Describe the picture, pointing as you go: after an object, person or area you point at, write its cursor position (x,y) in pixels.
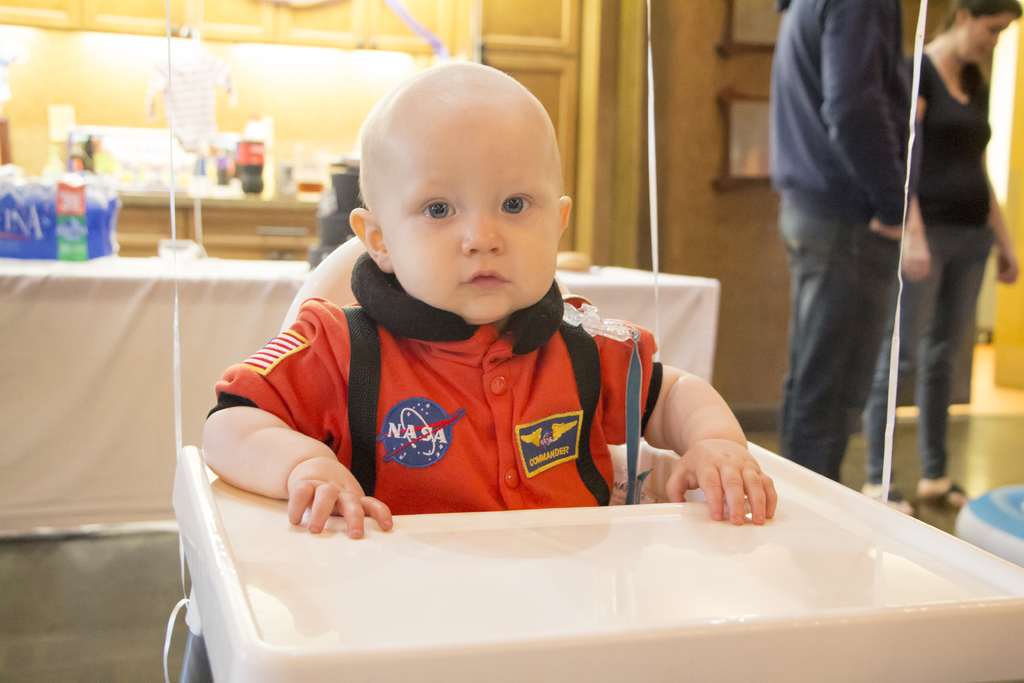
In the background (751,137) we can see the frames (760,24) on the wall (731,220). We can see objects (289,186), preservative bottle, white cloth (66,352) on a table (73,331). On the right side of the picture (875,64) we can see the people (938,81) standing. We can see an object (997,547) on the floor (991,451). We can see a kid (426,110) is sitting on a chair (999,567). We can see white ribbons (649,167) are tied to the chair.
